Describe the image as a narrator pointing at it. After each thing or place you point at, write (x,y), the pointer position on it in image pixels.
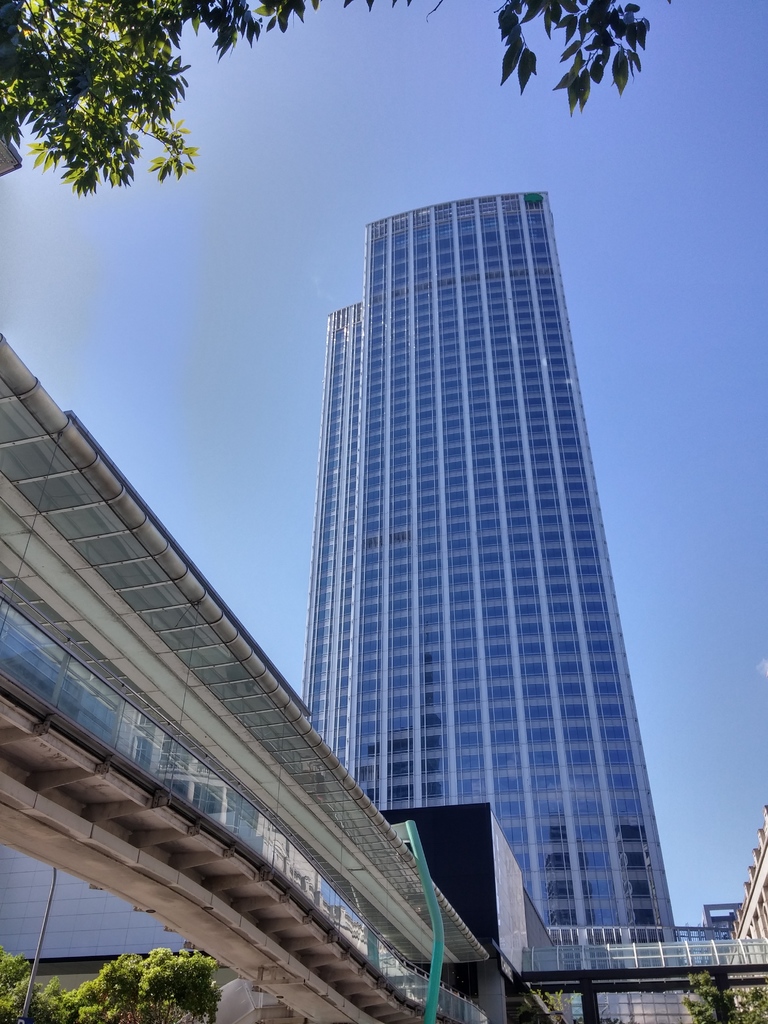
In the center of the image (446,561) we can see buildings (431,802), bridge (206,851), wall (471,846), windows (432,742). At the bottom of the image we can see trees (131,1019). In the background of the image (322,301) we can see the sky (206,404).
